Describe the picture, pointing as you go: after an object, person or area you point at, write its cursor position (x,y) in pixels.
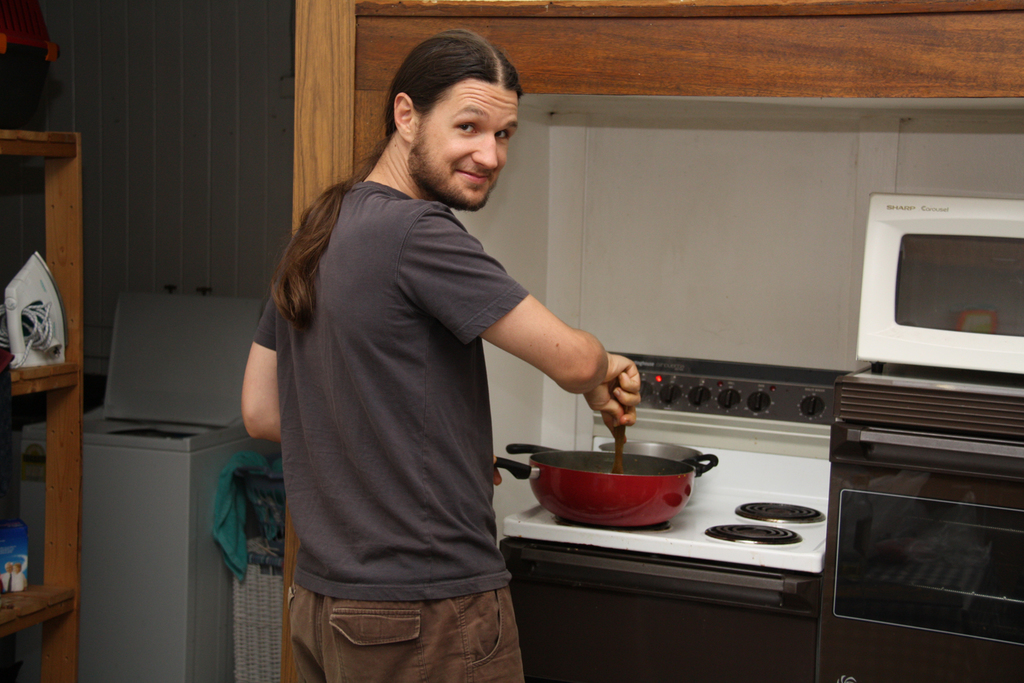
In this image I see a man (292,597) who is smiling and I see that he is wearing a t-shirt (377,364) and I see that he is holding a thing (619,447) in his hand (606,424) and he is standing in front of a stove (650,538) and I see an utensil (593,477) over here and I see racks (45,249) on which there is an Iron (57,336) and a thing (15,538) over here and I see the wall (805,228) and I see an electronic equipment (896,251) over here and here.
